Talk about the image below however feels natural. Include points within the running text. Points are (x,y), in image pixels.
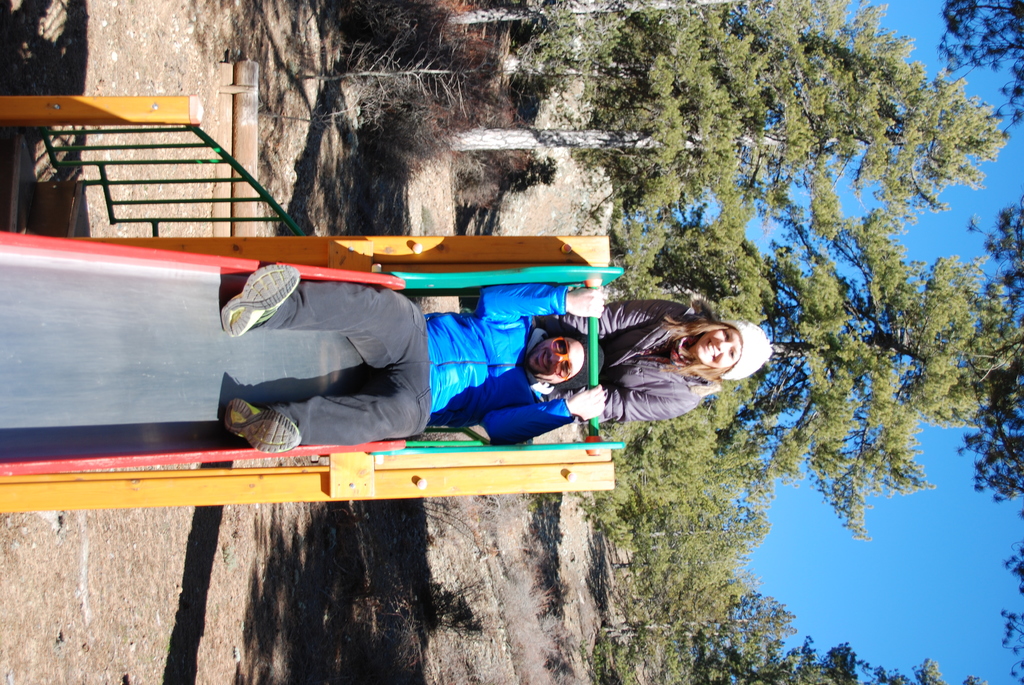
This image is taken outdoors. At the bottom of the image (275,606) there is a ground (267,615). On the right side of the image (856,590) there is a sky (886,532). In the background (700,680) there are many trees (740,87) and plants (482,64). On the left side of the image (179,266) there is a slide (132,412) and a railing (239,177). In the middle of the image (643,339) a woman (644,336) is standing on the platform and a man (485,369) is sitting on the slide (288,351).
